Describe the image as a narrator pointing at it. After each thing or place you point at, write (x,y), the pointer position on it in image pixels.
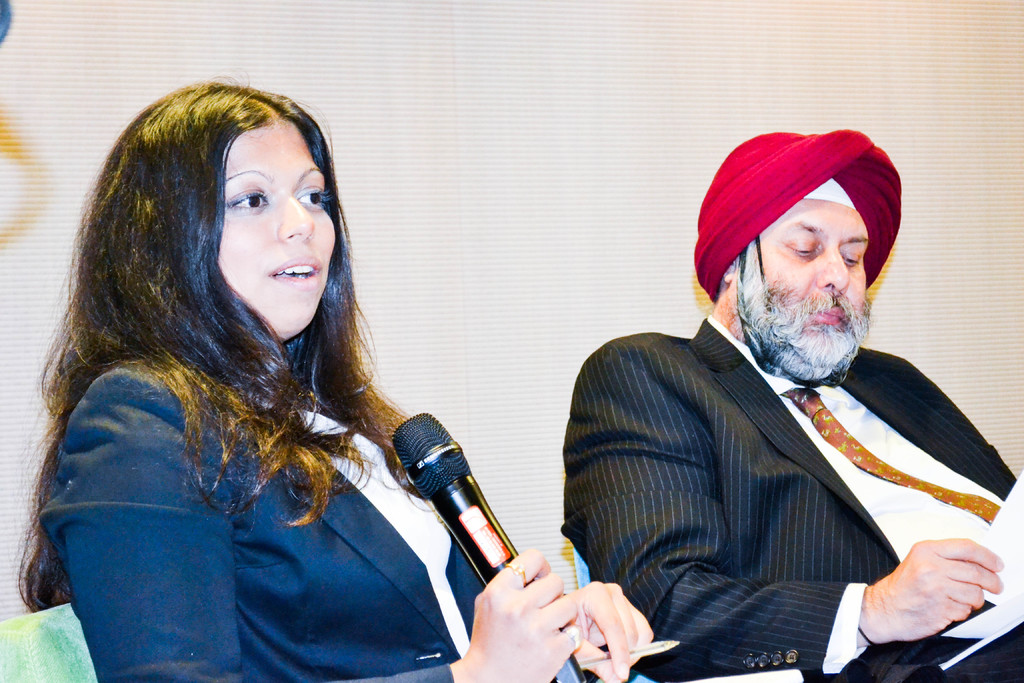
Here we can see a woman (279,153) is sitting on the chair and holding a microphone (483,522) in her hand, and at beside a person (815,262) is sitting and holding papers (1011,603) in his hand (935,573).
